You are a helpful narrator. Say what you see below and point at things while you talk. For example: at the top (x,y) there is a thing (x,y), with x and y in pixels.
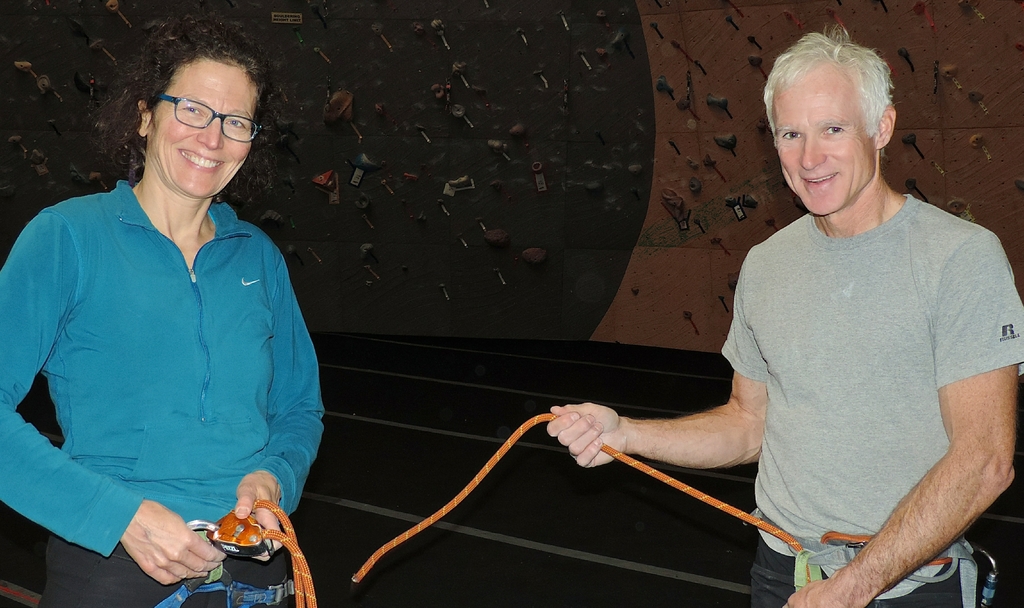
In the image we can see a man (804,364) and a woman (316,369) standing, they are wearing clothes (276,454) and the woman (195,153) is wearing spectacles (189,121). This is a rope (433,518), this is a floor (552,523).
